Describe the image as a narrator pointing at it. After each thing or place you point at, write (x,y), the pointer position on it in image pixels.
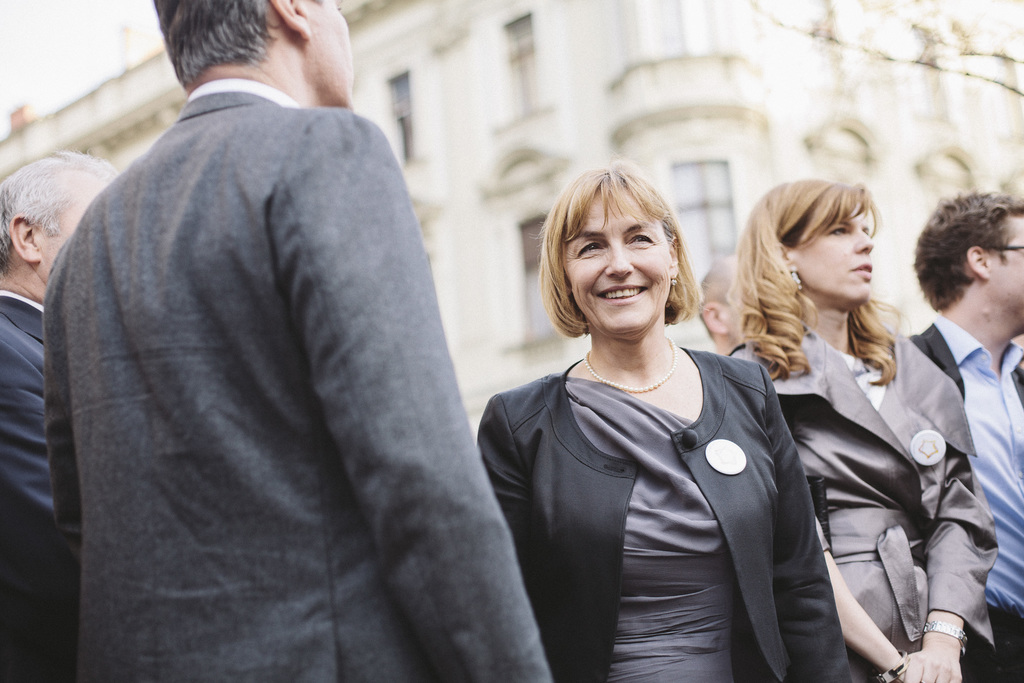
In the center of the image (424,387) we can see persons (324,493) standing on the road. In the background (904,18) there is building (685,103).
